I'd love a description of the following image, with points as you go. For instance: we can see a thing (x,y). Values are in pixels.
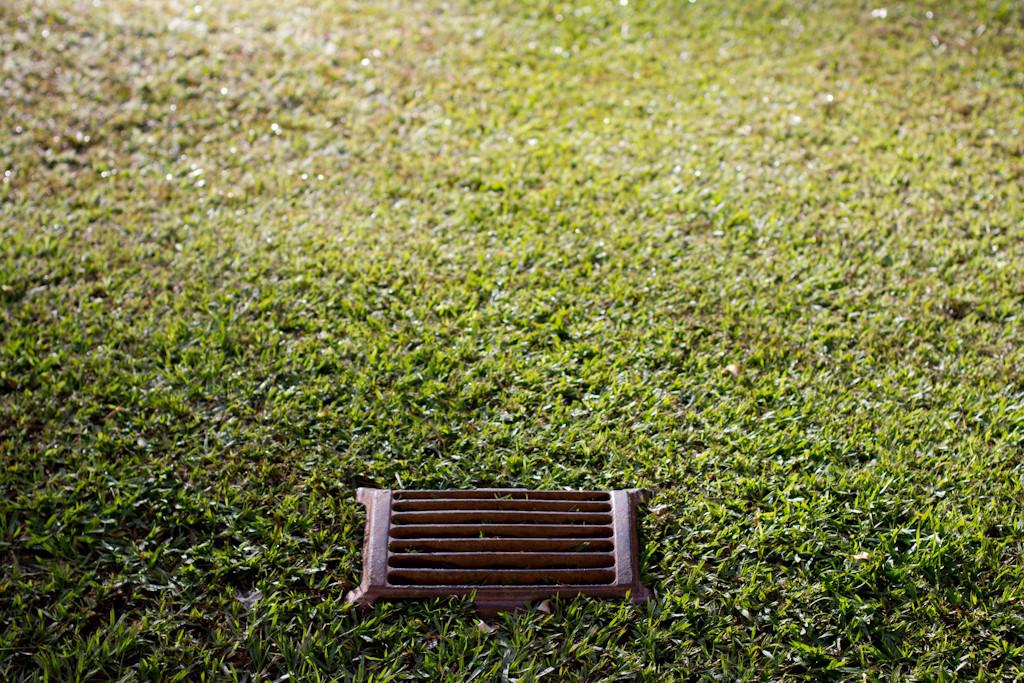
In this image we can see grill (504,501) on the grass (112,499).
